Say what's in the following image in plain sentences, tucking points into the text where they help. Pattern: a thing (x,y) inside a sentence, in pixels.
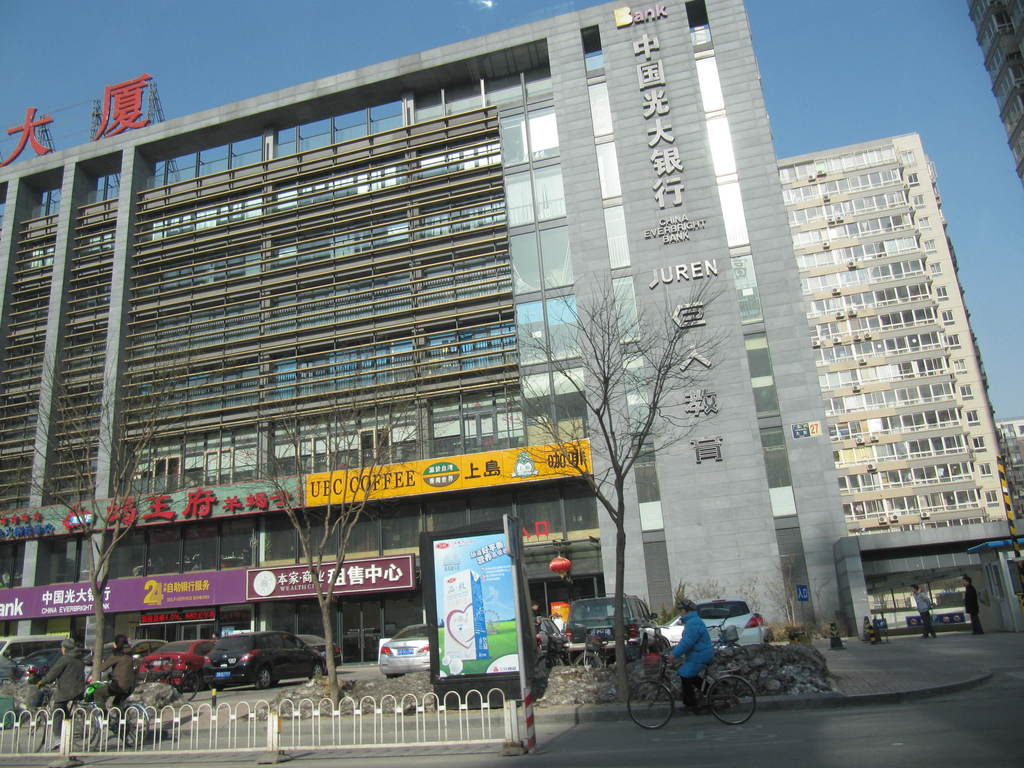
At the bottom of the image (71,735) there is railing (182,741). Behind the railing (66,742) there are few people (123,658) riding bicycles (649,662). Behind them there are trees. And also there are buildings (639,270) with glass walls (492,502), pillars (43,484), posters (552,451) and there are names (272,577) on the building (468,499). At the top of the image (841,57) there is sky (835,71).
